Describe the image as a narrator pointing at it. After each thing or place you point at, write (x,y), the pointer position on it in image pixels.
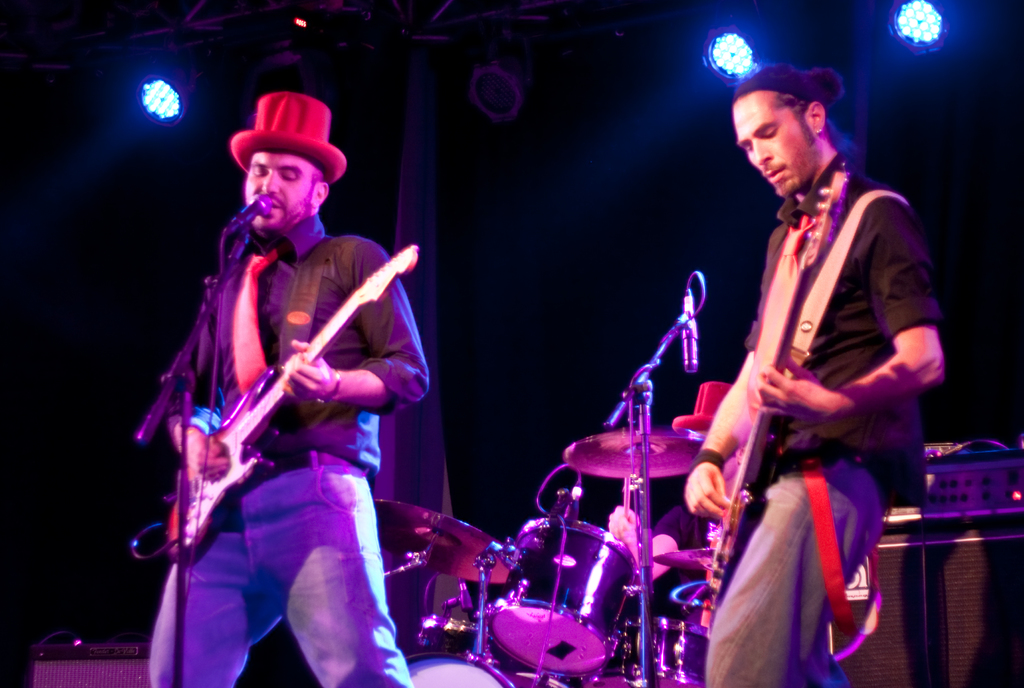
Here we can see two guys (318,291) playing guitars (356,304) with microphones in front of them and behind them we can see drums (539,608) and at the top (747,67) we can see colorful lights (150,103).
